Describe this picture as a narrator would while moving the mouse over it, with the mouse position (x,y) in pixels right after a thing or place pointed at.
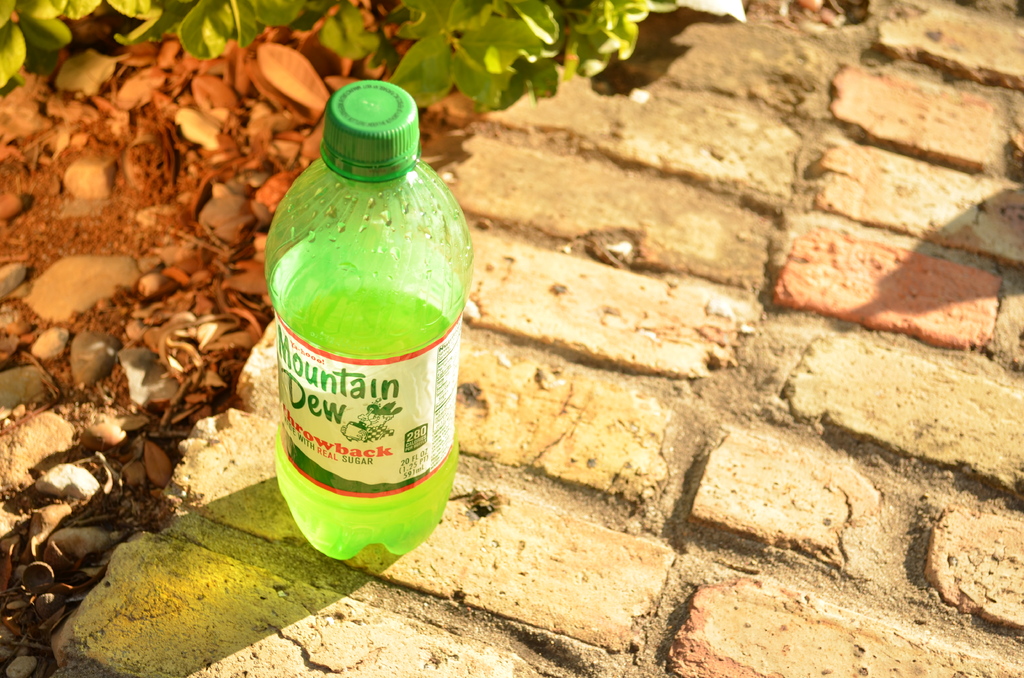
In the picture there is a bottle (433,324) with a liquid (395,352) on it there is a label (379,427) with the text (357,461) on the bottle (343,460) the bottle (387,445) is on the floor (745,257) there are plants (146,36) near the bottle (323,148) there are also some stones (108,258) near to the bottle (277,259).
